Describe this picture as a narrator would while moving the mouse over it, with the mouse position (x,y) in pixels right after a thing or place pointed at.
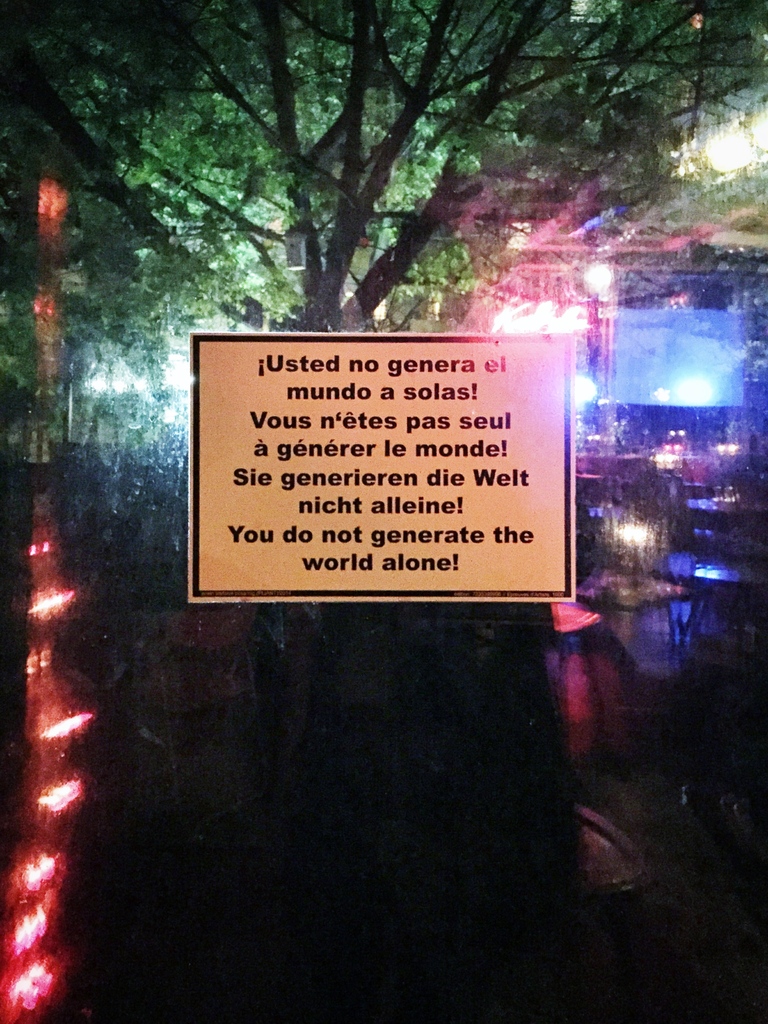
In the foreground (148,689) there is a glass (493,271) on which a paper (407,517) is attached. On this paper (334,395) there is some text (403,447). On the left side (38,965), I can see the reflection (35,859) of lights (31,938). In the background (266,329) there are trees (488,188) and few lights (570,327) in the dark. On the right side (656,580) there are few objects (677,561) placed on the ground (678,670).
